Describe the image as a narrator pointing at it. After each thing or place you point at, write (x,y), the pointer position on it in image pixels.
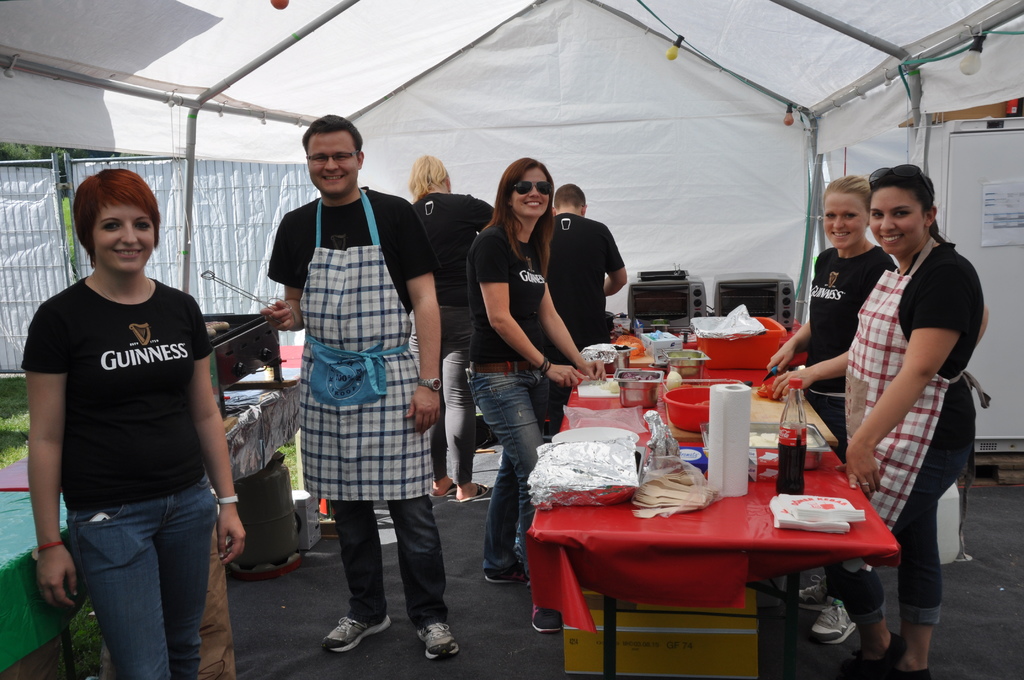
In the given image we can see that, there are seven people (357,319) standing. There is a table (588,465) on which red color cloth (574,551) is kept on the table (708,501) we can see a bottle (779,444), tissue (736,437) and bowl (685,399). This is a tent (608,105), these are the lights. We can even see grass (24,408).
